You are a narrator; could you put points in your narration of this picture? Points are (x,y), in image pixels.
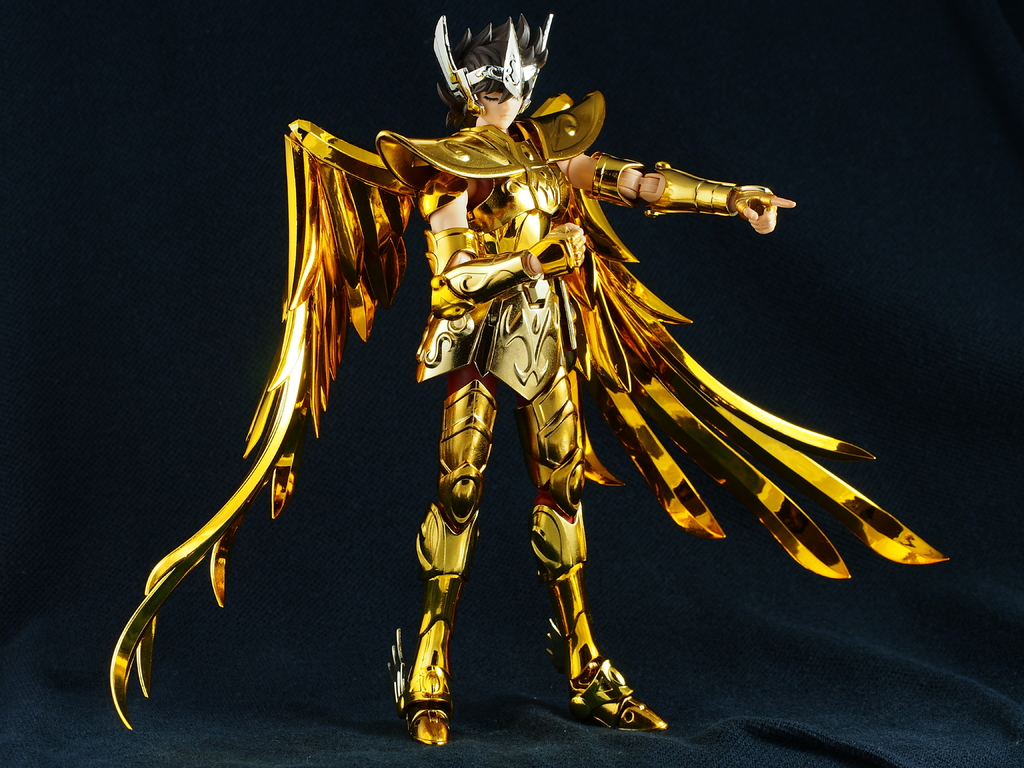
In this image we can see an action figure of a person (458,351), and the background (865,71) is dark.
